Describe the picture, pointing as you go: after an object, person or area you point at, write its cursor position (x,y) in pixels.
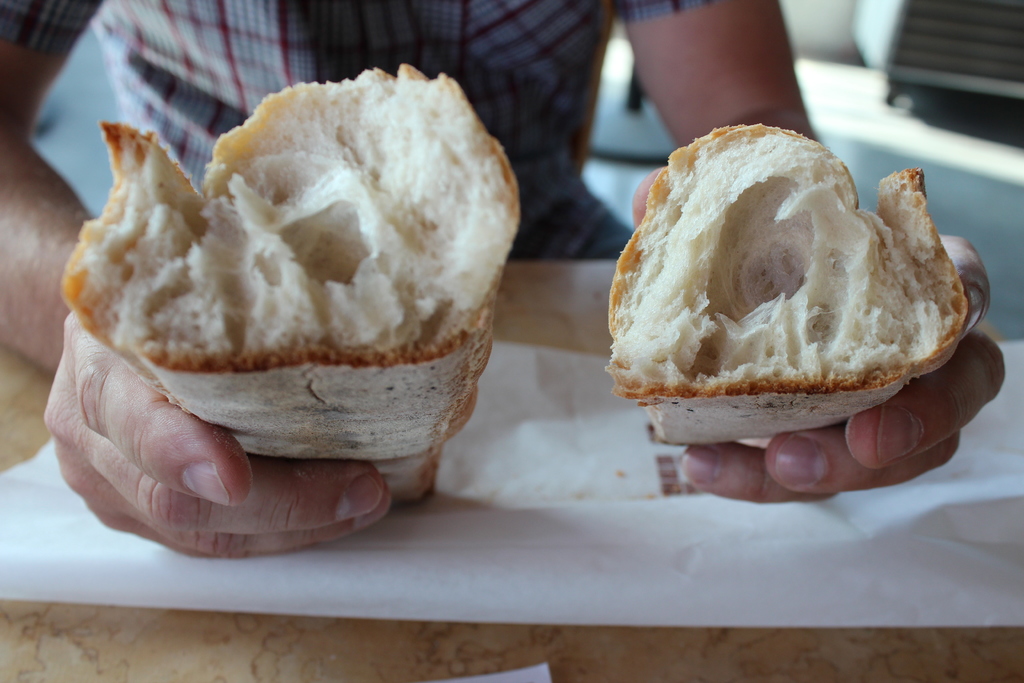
The picture is taken in a room (971,78). In the center of the picture (444,358) there is a person (156,499) holding bread (321,234). At the bottom (618,638) there is a table (746,656), on the table (762,650) there is a paper (459,564). At the top (212,40) there is a person (692,51). At the top (575,114) it is blurred.
